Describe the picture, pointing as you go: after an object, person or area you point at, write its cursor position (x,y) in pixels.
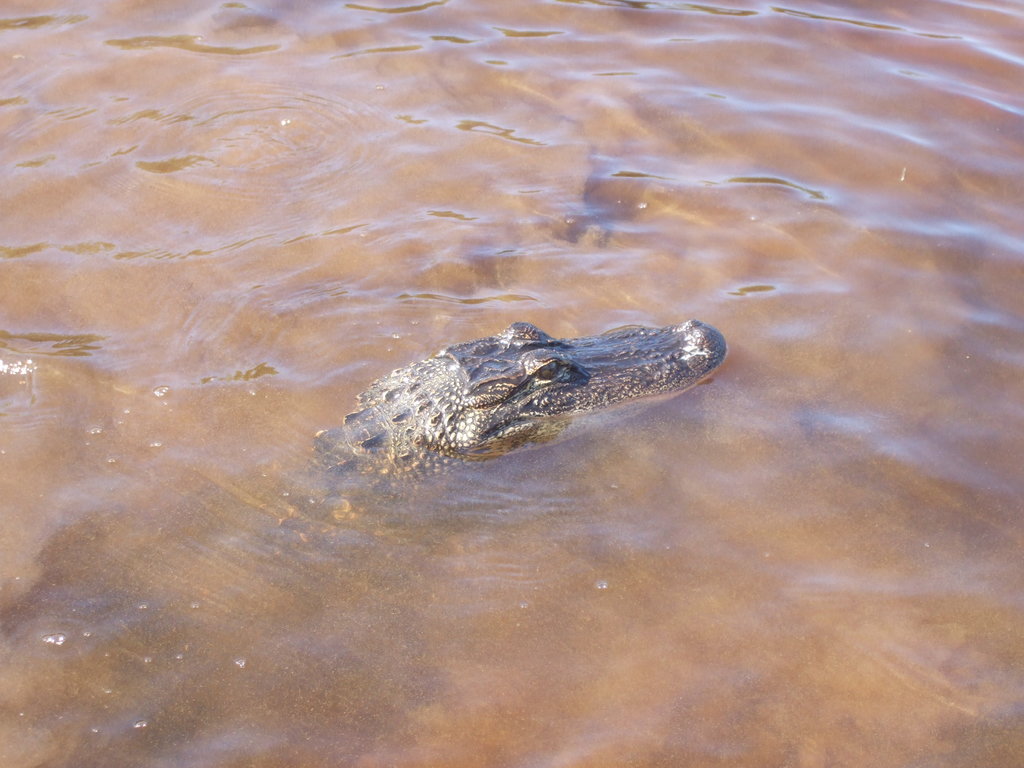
In this image I can see a crocodile (530,395) in the water (519,203).
